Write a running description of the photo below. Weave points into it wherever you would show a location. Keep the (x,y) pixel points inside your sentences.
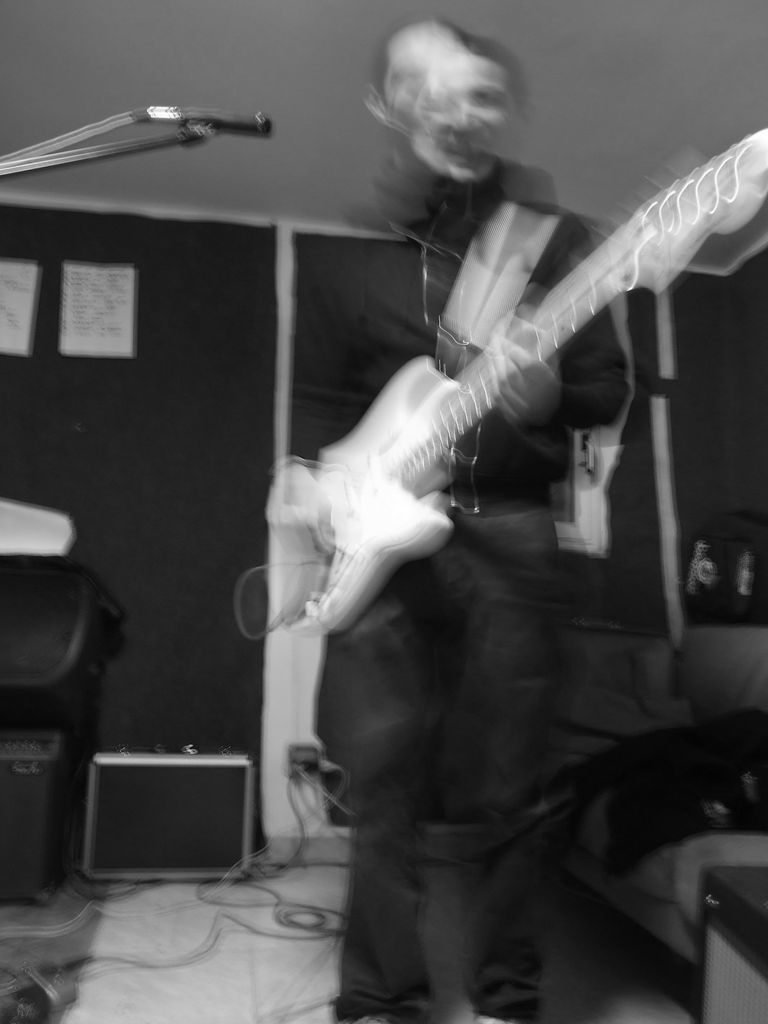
In this image we can see a person (438,677) playing a musical instrument (488,370). Behind the person (445,668) we can see a wall (272,314) and on the wall (37,254) there are few papers (16,304). At the top (77,111) we can see the roof (128,132). On the left side (135,826) there are few objects (120,879) on a surface (661,1016). On the right side (726,788), we can see a few objects (637,752).
